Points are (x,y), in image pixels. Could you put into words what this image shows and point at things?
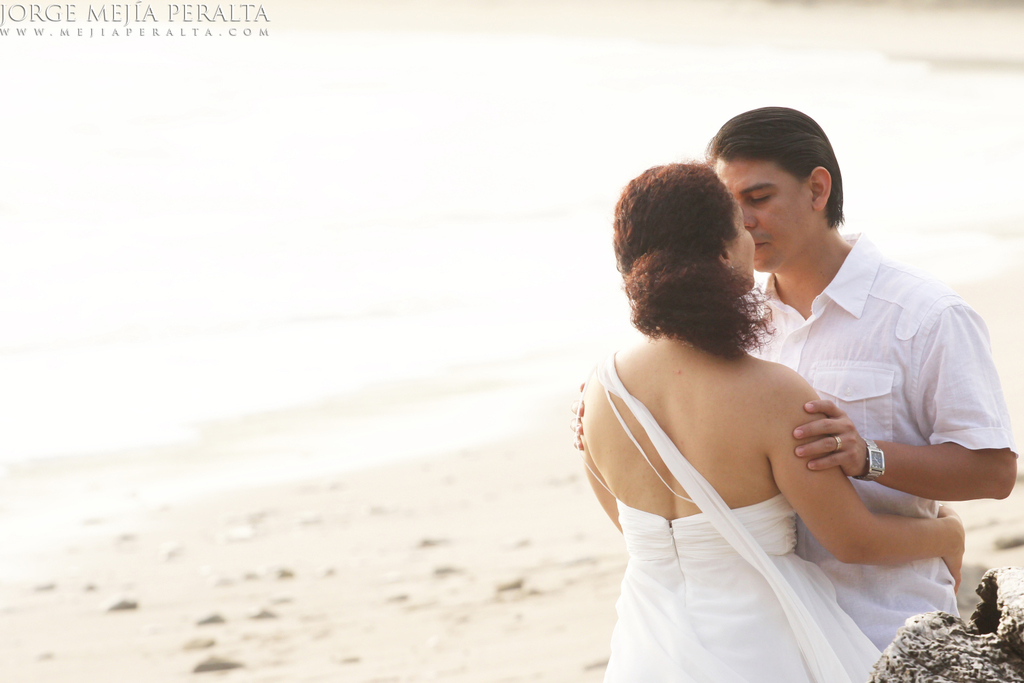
In this image I can see two people (815,393) are standing and wearing white color dresses (727,633). Back I can see the sand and the white color background (456,95).
